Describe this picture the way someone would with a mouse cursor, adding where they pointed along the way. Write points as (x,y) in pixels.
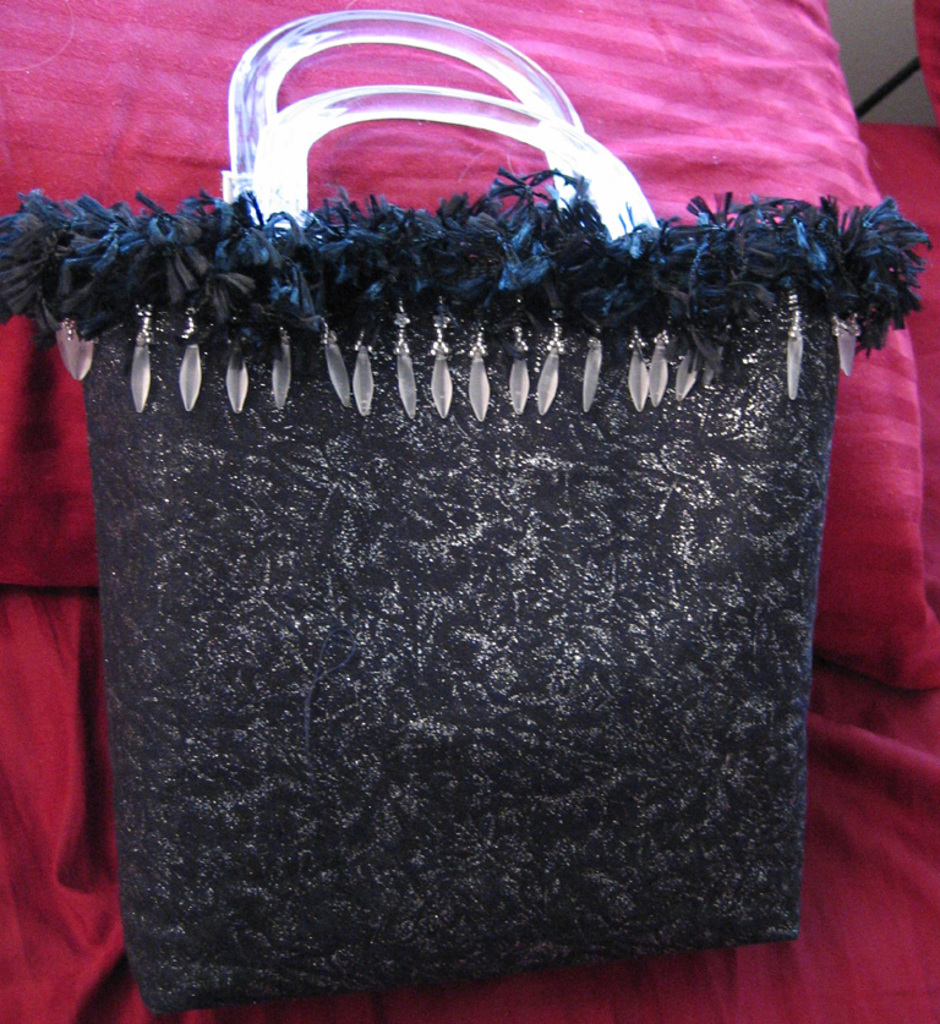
In the center of this picture (389,344) we can see a black color handbag (326,322) placed on an object (58,859). In the background (750,31) we can see a pillow (486,83) and some other objects (844,40).
